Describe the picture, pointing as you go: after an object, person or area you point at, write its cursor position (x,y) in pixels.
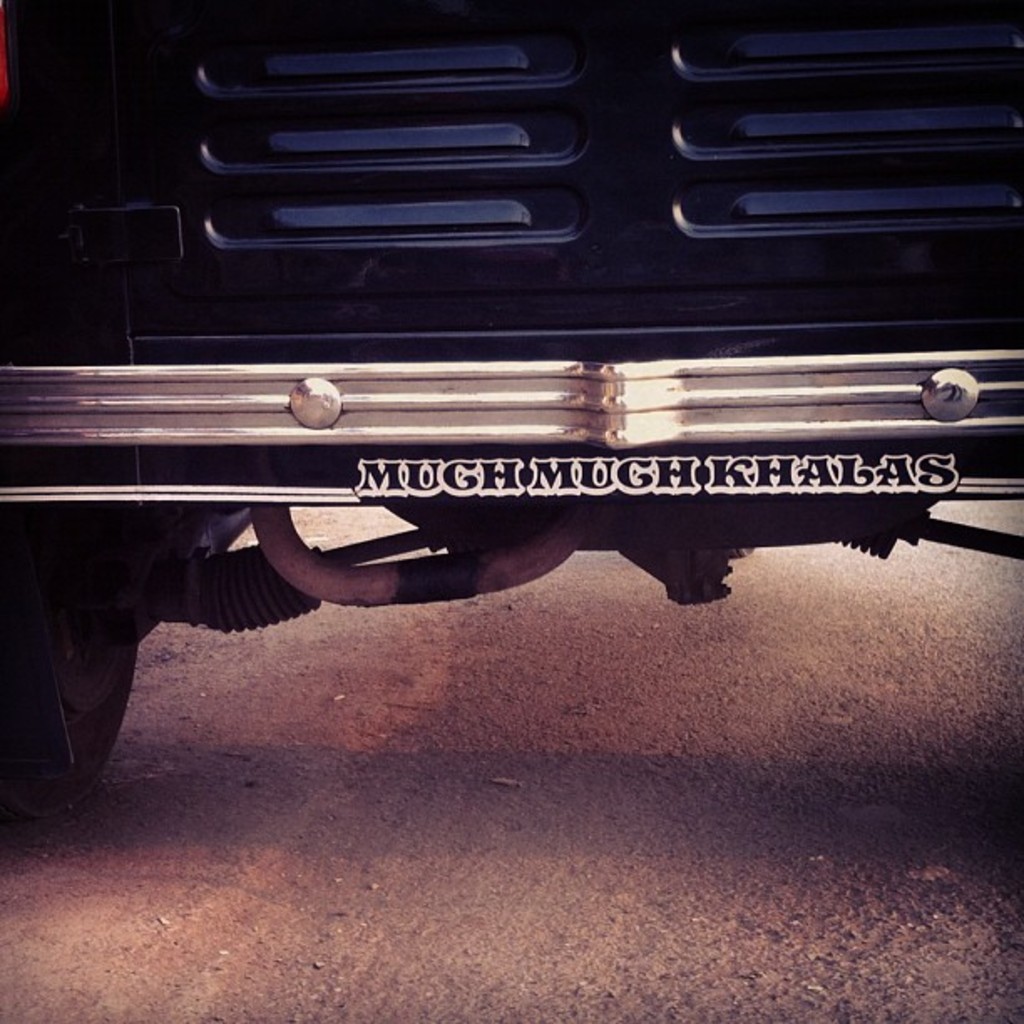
In this picture there is an auto (721,129) which is on the road (837,903). In the center (379,485) I can see something is written. On the left (58,650) there is a wheel (67,702).
